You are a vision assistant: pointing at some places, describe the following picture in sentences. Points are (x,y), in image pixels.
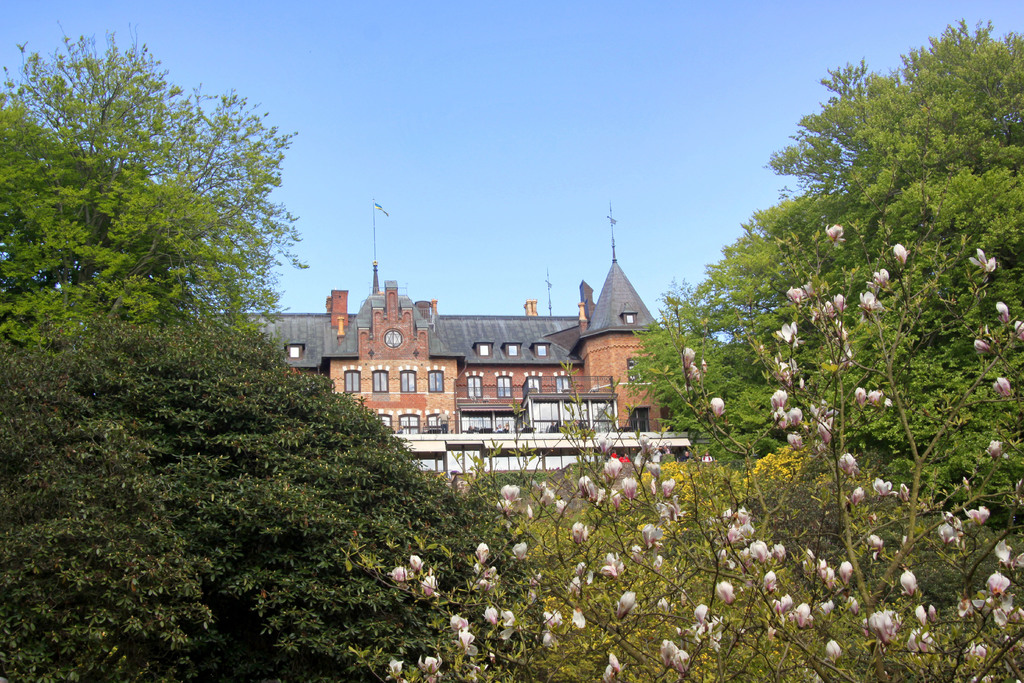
In this picture we can see flowers (715,412), trees (851,271), building (394,354) with windows (404,424) and in the background (461,152) we can see the sky (510,83).
